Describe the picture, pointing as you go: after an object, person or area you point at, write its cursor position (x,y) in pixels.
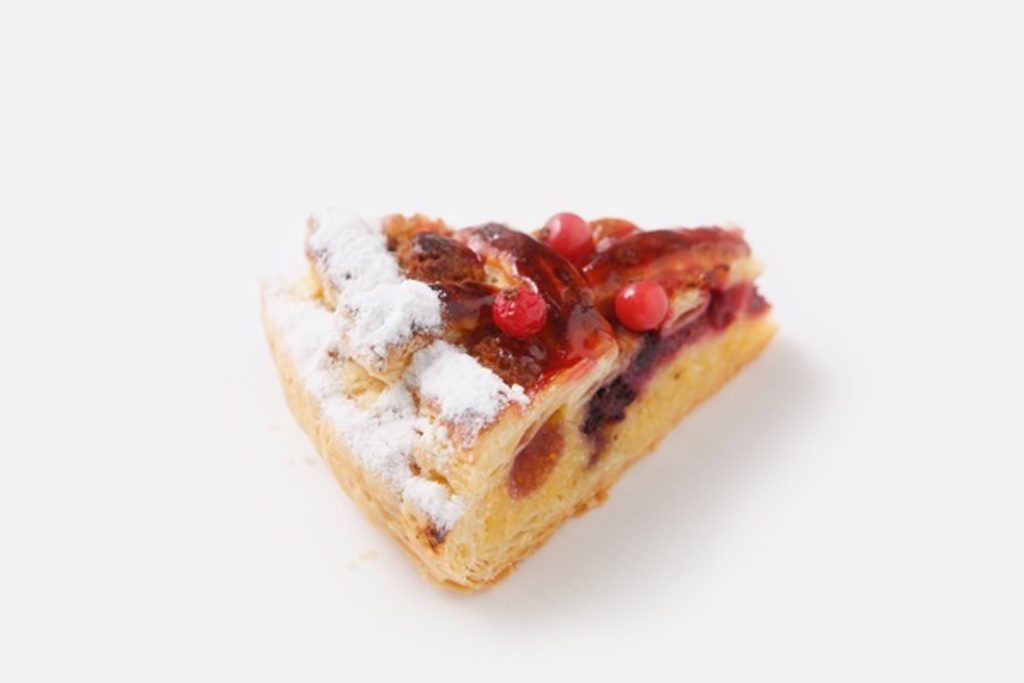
In this image we can see a piece of fruit bread (490,378) topped with fruits (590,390) which is placed on the surface (455,602).
